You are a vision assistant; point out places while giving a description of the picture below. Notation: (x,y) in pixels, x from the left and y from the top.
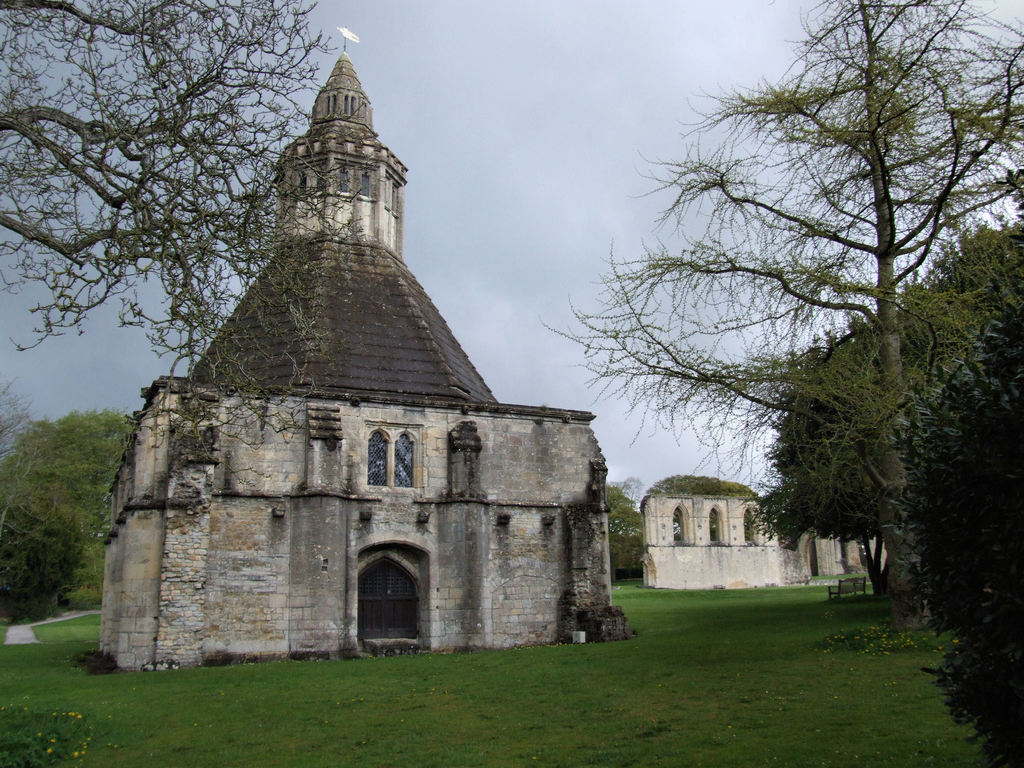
This looks like a building (353,540) with a window (406,485) and a door (390,580). I think this is a spire (381,186). These are the trees (832,375) with branches (877,250) and leaves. Here is a grass (372,749). This looks like a bench (852,592), which is under the tree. I think this is a pathway (34,626).
